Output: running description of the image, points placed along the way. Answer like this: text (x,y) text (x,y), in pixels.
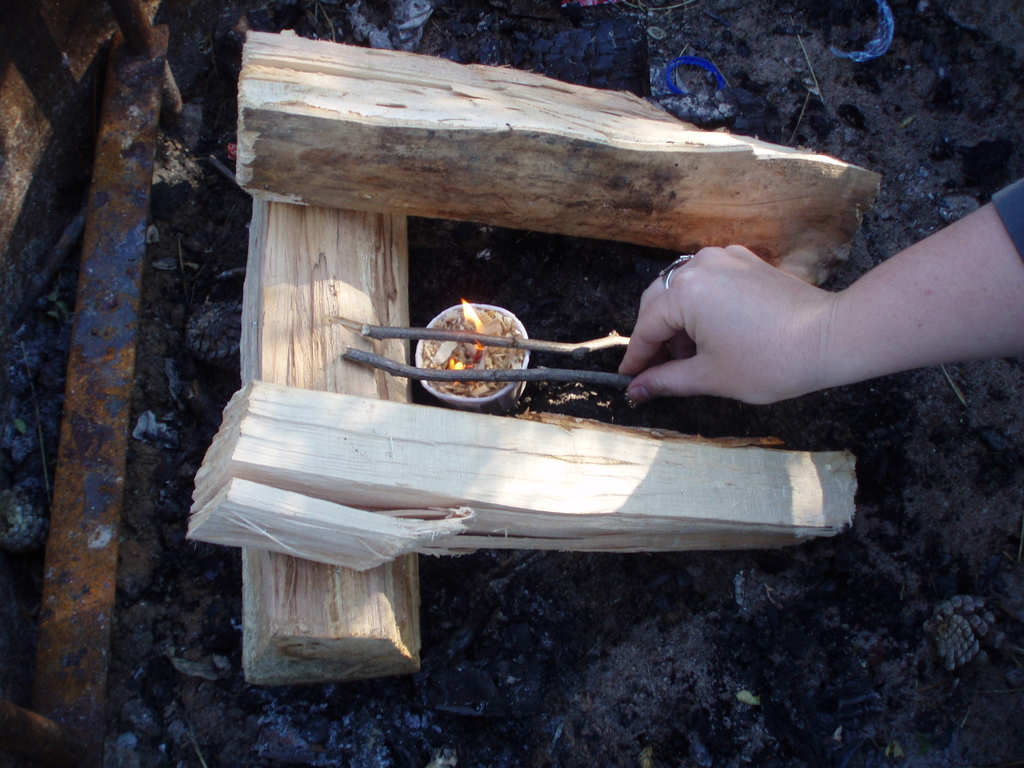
In this picture I can see the person's hand (705,330) who is holding the sticks (588,344). In the center (513,348) I can see the cup (475,387) and fire (466,312). Beside that I can see the woods (362,204). On the left (69,761) I can see some steel scale (61,751) which is placed on the floor (21,672).
